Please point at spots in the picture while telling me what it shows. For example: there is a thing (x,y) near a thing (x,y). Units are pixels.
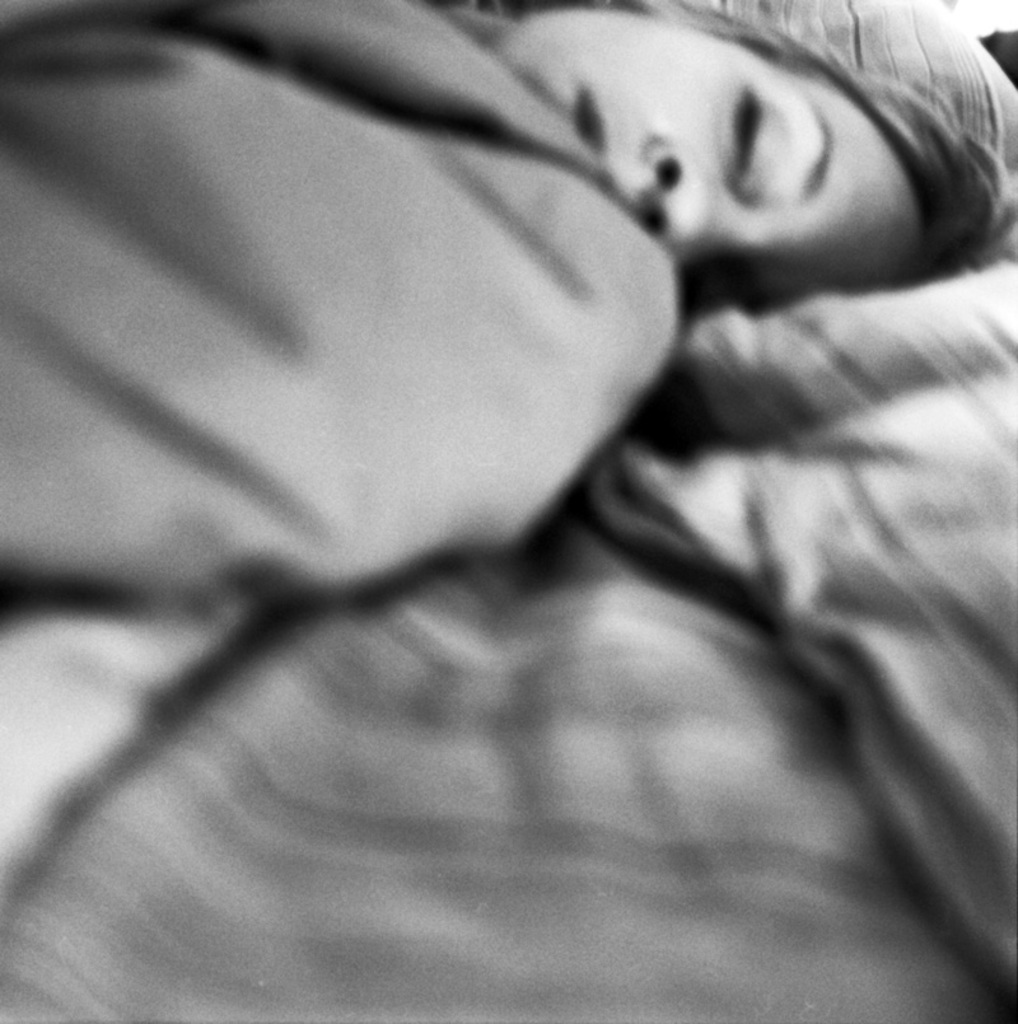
This image is a black and white image. This image is taken indoors. At the bottom of the image (362,779) there is a bed (261,812) with a bed sheet (437,682) on it. At the top of the image (819,171) a kid (624,181) is lying on the bed (265,832) and there is a blanket (302,158) on him.
